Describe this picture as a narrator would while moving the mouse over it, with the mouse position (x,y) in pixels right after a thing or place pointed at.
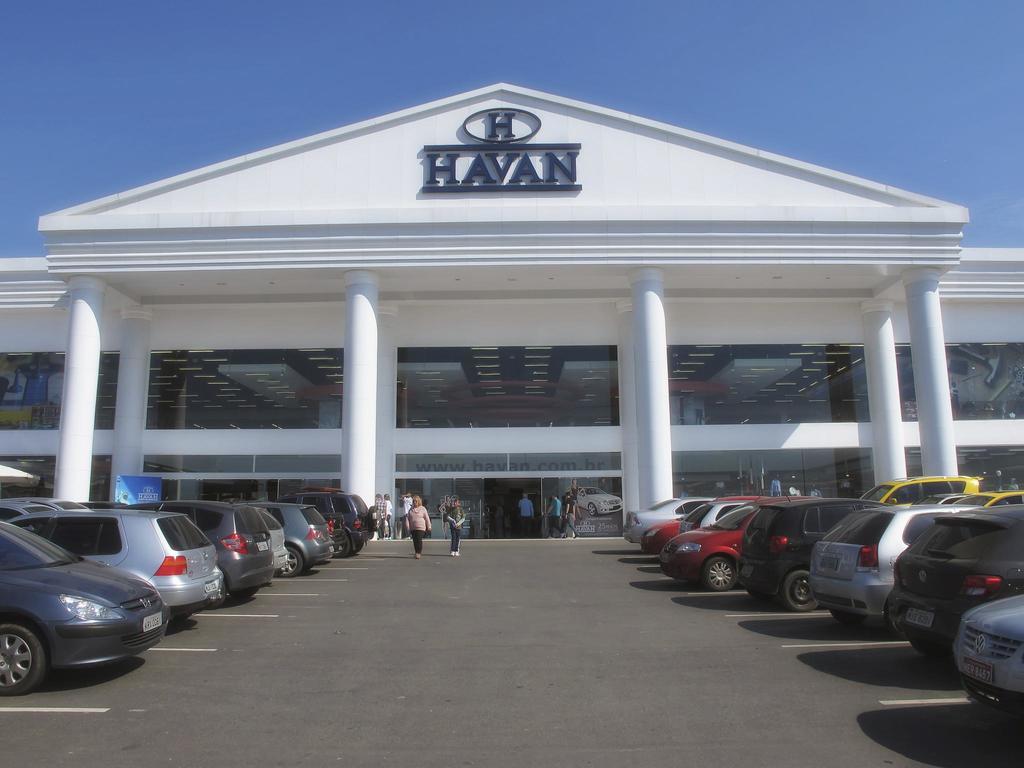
In the middle (360,457) it's a big building (653,382), few persons (459,528) are walking on this road (429,625) and many vehicles (1015,611) are parked.
